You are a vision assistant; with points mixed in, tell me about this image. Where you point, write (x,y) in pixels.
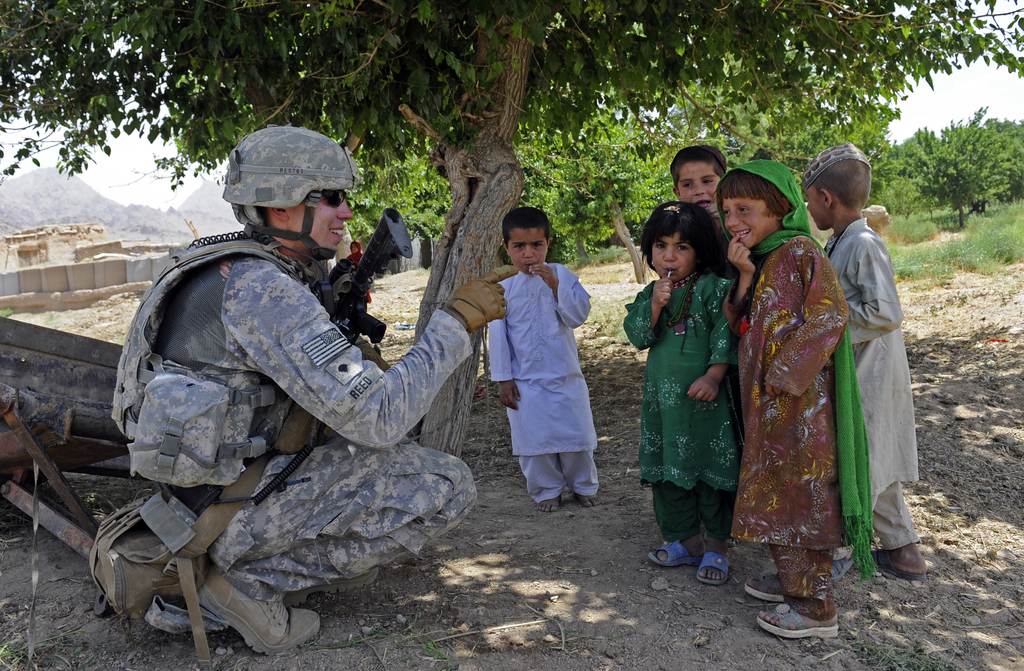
In this image we can see a person (234,381) wearing military uniform (245,358) and carrying bags (183,565) is wearing a helmet (274,186) and goggles (332,196) and gloves (479,304) on his hand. On the right side of the image (814,266) we can see a group of children (660,327) standing on the ground (601,621). In the background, we can see a group of trees (486,171), building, mountains (139,224) and a sky (957,103).
